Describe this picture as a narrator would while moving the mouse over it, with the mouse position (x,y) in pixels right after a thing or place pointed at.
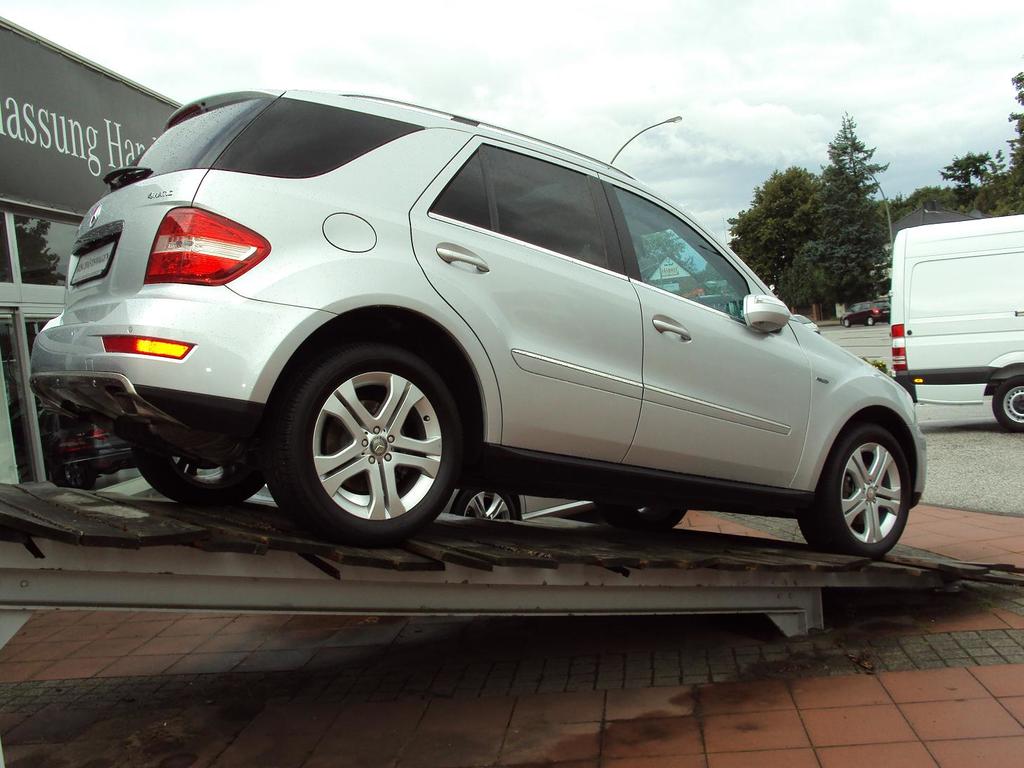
In this picture we can see few vehicles (739,298), and we can see a car (739,298) on the ramp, in the background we can see few trees (758,252), poles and a building (80,208).
